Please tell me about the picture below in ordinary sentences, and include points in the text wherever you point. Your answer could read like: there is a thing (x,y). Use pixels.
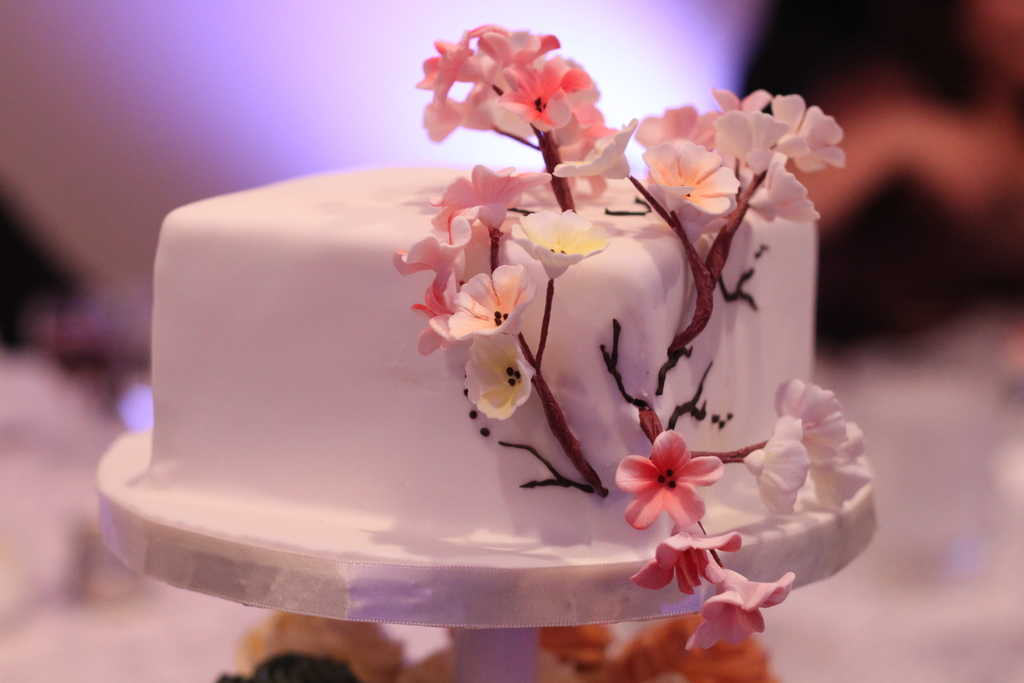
In this picture there is a cake (584,196) on the white stand (525,546). Here we can see flowers (787,152) designed cream (597,159) on the cake (723,230). On the bottom (998,542) there is a table (998,518). On the top right (908,156) there is a person (883,180).
